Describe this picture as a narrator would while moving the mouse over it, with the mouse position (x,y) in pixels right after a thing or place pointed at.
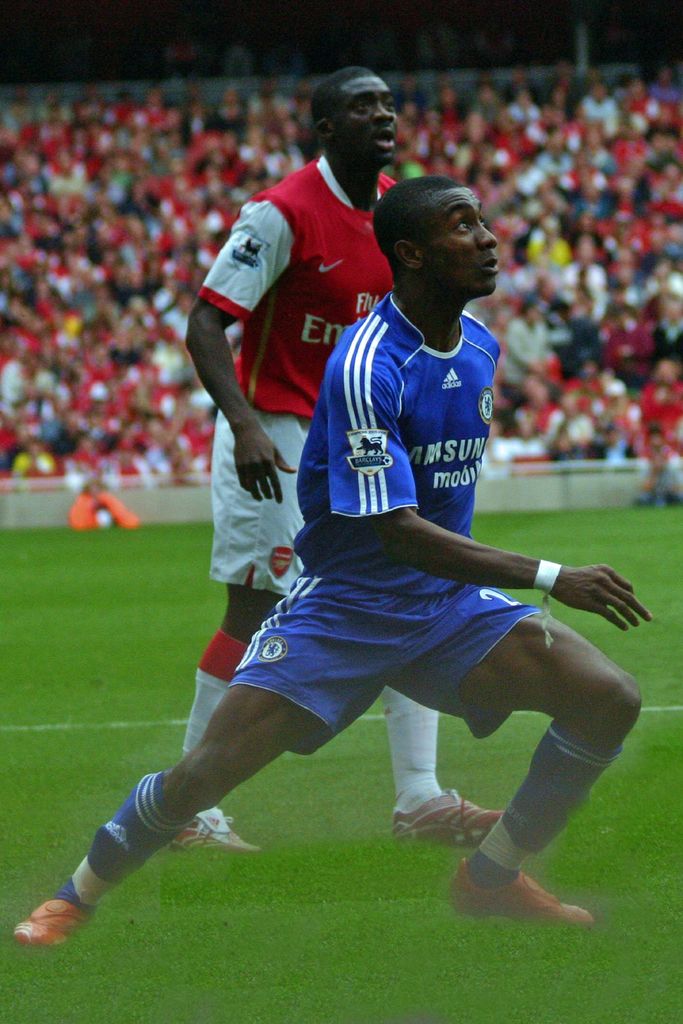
There are two players (271,614) in the ground (149,622) and there is a fencing (28,507) around the ground (131,535) and behind a ground (155,565) there is a huge crowd (571,267).
